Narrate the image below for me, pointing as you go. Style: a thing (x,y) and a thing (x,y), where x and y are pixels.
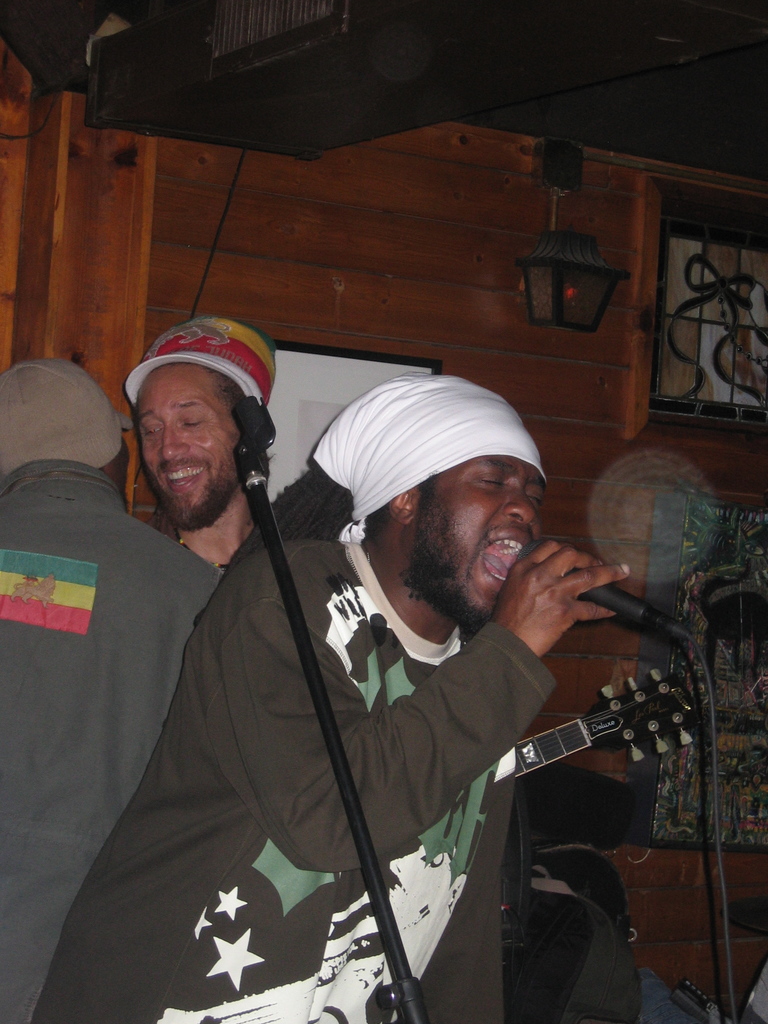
In this image there are three people (140,915), one person (360,721) is standing and singing and he is holding microphone (628,607) and the other person (189,419) is smiling. At the back (603,306) there's a light (576,244).
